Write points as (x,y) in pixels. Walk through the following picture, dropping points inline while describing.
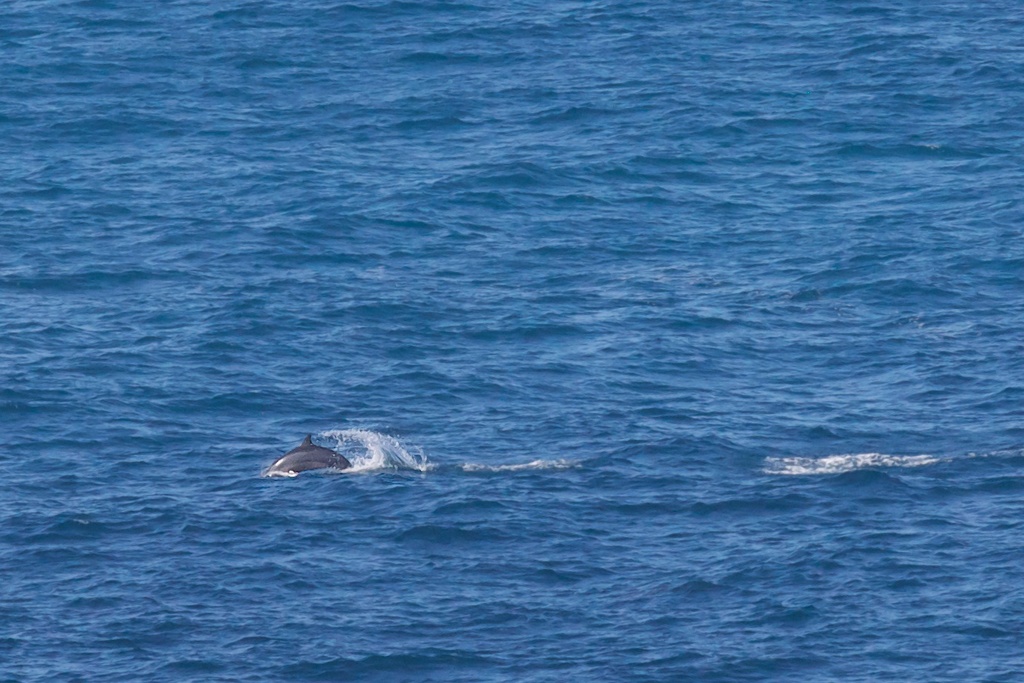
In this image I see the water (290,268) and I see a dolphin (342,466) over here.
